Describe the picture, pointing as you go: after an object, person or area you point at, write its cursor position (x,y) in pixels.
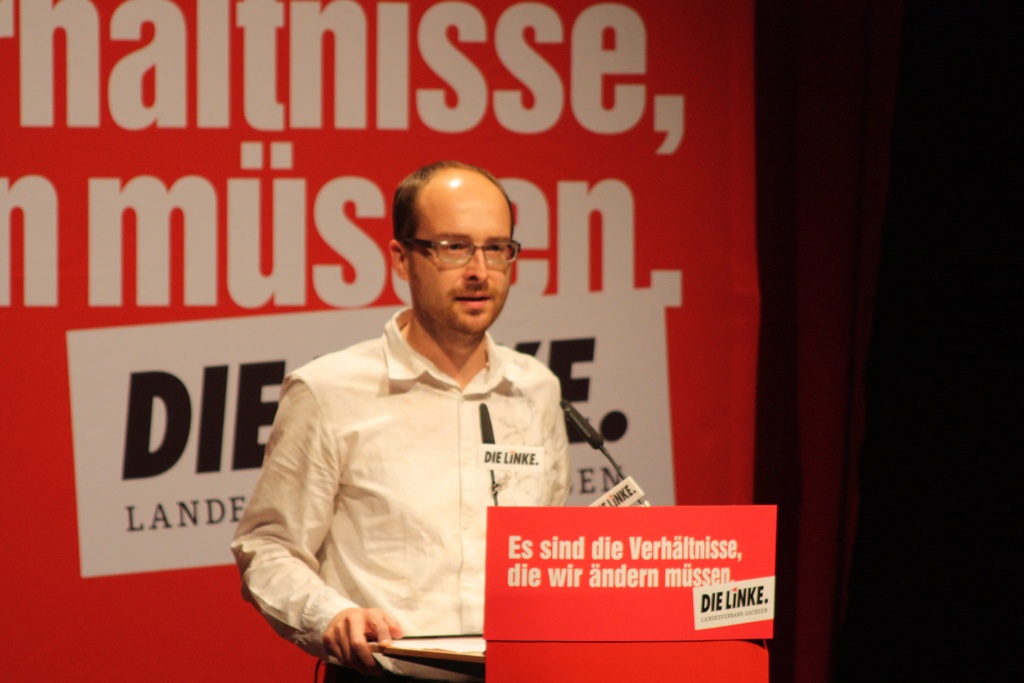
At the bottom of the image (451,645) there is a podium (516,604) with poster (609,541) and a mic (631,502). On the poster (630,512) there is text (683,543). Behind the podium (579,645) there is a man (398,425) with spectacles (514,253). Behind the man (456,275) there is a banner (629,207) with text (206,290) on it.
